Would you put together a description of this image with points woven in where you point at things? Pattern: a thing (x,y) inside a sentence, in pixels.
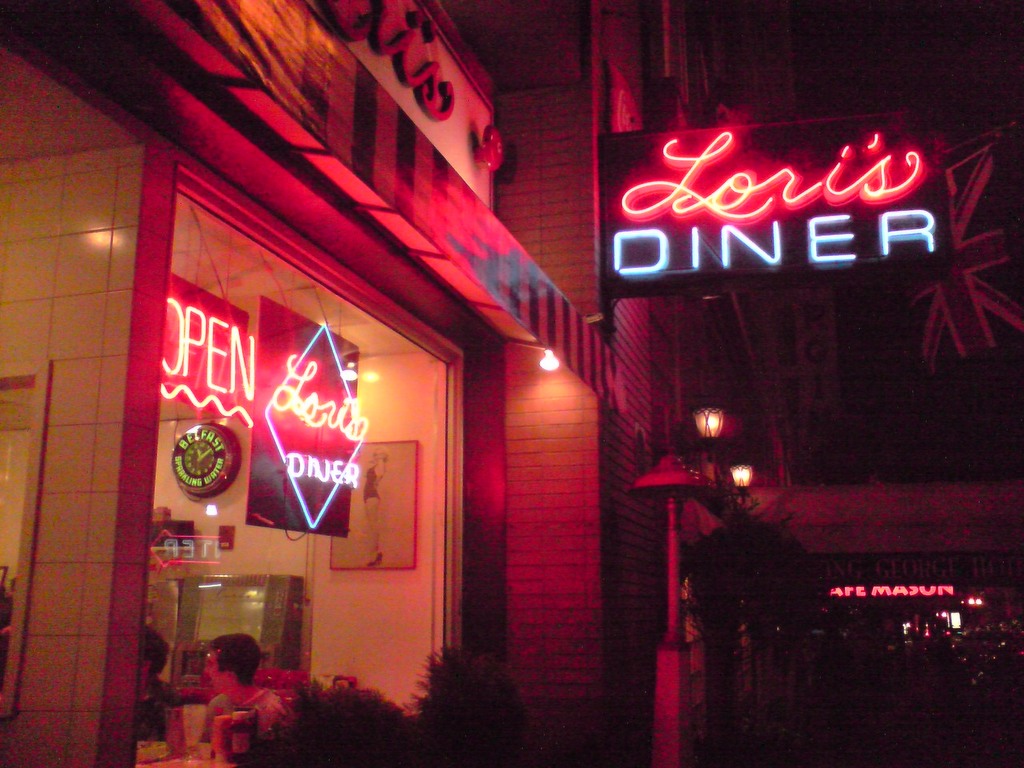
In this picture there is a building (525,483). There is a board (737,222) fixed to the wall (569,230) on which we can observe red and white color lights (742,202). We can observe two persons (211,680) sitting inside this building (255,538). There are two boards (230,366). We can observe some plants (766,571). In the background (826,497) it is dark.
